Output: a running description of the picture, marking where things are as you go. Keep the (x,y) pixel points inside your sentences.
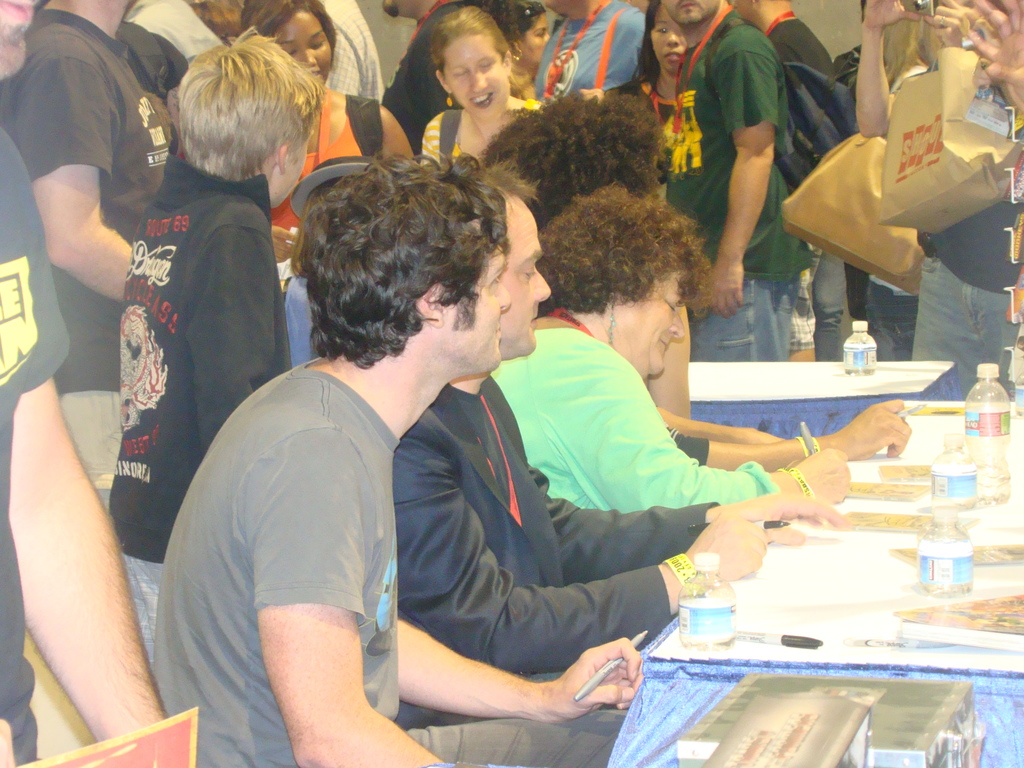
In the foreground of this image (505,399), there are few people (559,422) sitting in front of a table (902,598) on which there are few bottles (930,536), books (898,522) and markers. At the bottom (860,707), there are two objects (874,707). In the background (781,67), there are few people (353,57) standing where few (472,123) are wearing bags (458,123) and we can also see a table (802,376) on which there is a bottle (854,335).
